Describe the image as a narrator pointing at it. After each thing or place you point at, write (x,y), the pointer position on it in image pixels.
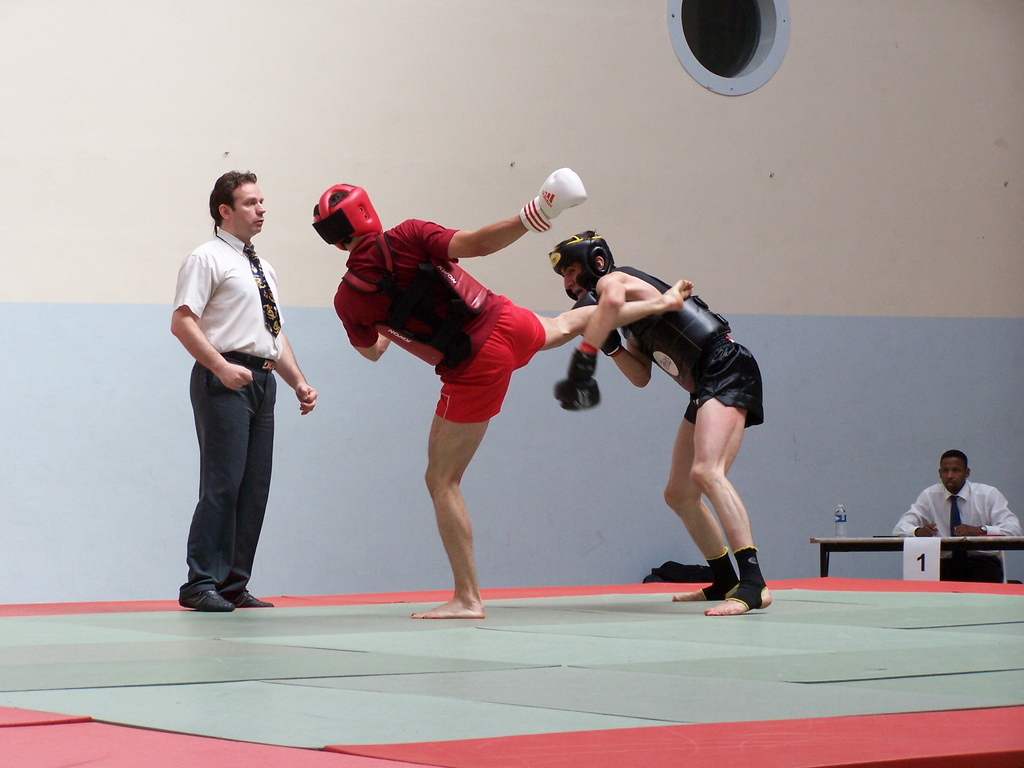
In this image I can see three persons (601,298). In front the person (435,326) is wearing red color dress (408,266). In the background (898,459) I can see the person (904,523) sitting and I can see the bottle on the table (956,541) and the wall (781,238) is in cream and blue color.
